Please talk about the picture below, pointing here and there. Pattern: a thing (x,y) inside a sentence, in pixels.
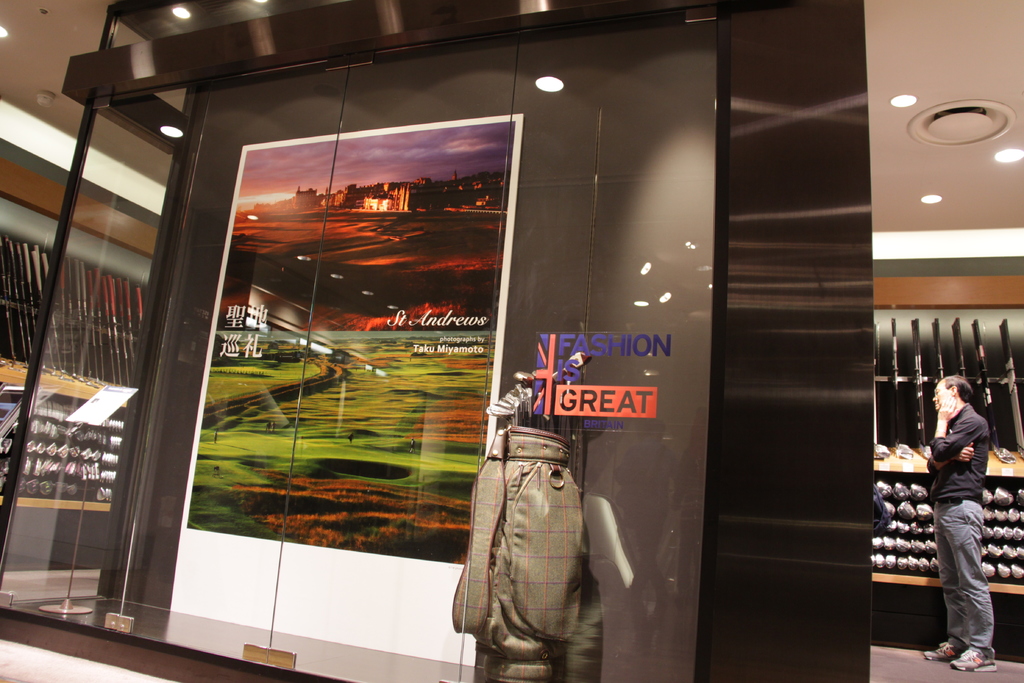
In this picture we can see a man (951,571) is standing on the right side (961,528), we can see a glass (575,473) in the front (384,384), from the glass (383,377) we can see a board (386,370), we can see depictions of buildings (434,201), grass (377,414), the sky (377,160) and some text (417,320) on the board (381,344), in the background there are some golf clubs (47,426), we can see lights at the top of the picture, there is something present in the front (525,622).
